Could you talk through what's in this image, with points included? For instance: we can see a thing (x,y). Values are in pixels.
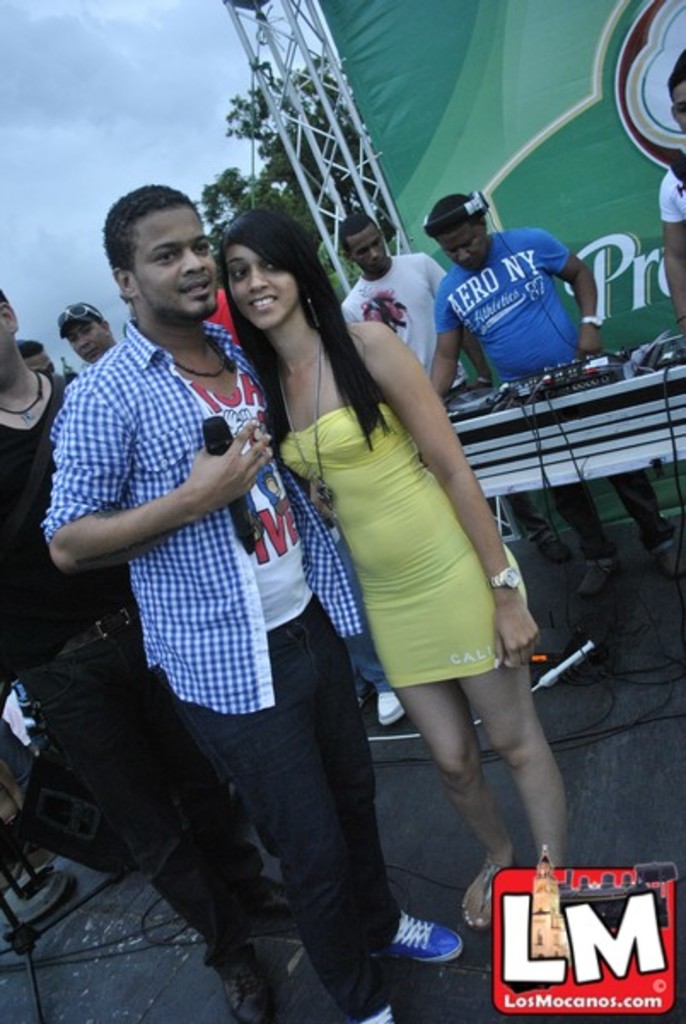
In this picture we can see a man (299,690), woman (458,660) standing on the ground (409,843) and he is holding a mic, at the back of them we can see a group of people (392,712), banner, pole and some objects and in the background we can see trees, sky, where we can see a logo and some text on it.
